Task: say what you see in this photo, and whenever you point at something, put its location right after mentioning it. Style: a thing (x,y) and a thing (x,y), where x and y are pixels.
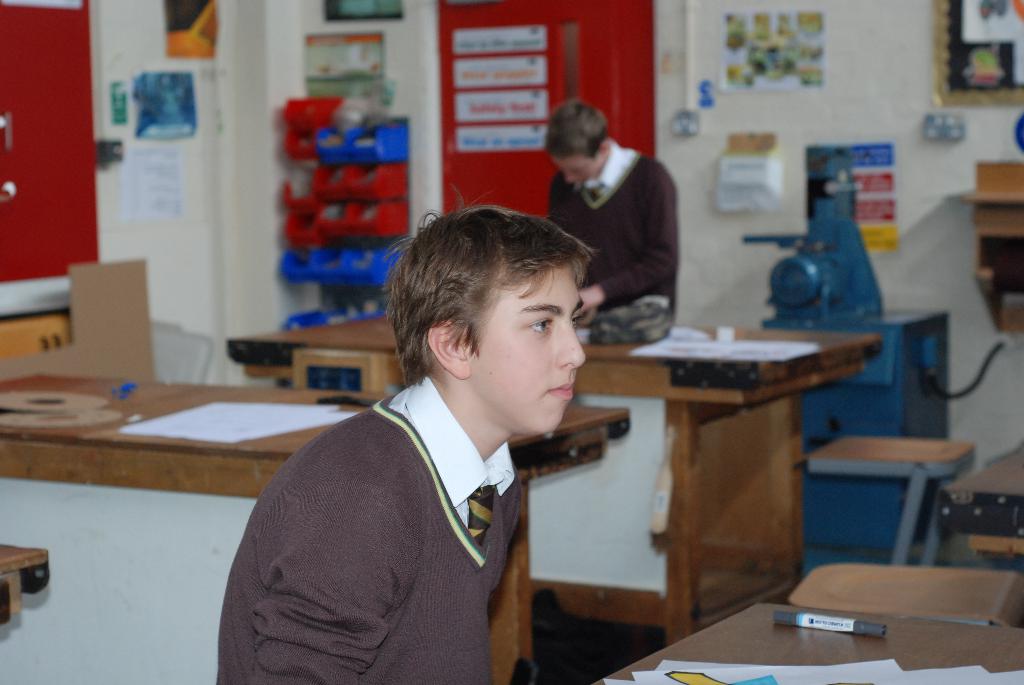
In this image, There are some brown color tables (773,561), In the middle (386,402) there is a boy (344,577) sitting, In the background (645,211) there is a boy (635,226) standing, There is a white color and red color door (622,107) and there are some red and blue color objects (358,188) on the wall (404,95).
